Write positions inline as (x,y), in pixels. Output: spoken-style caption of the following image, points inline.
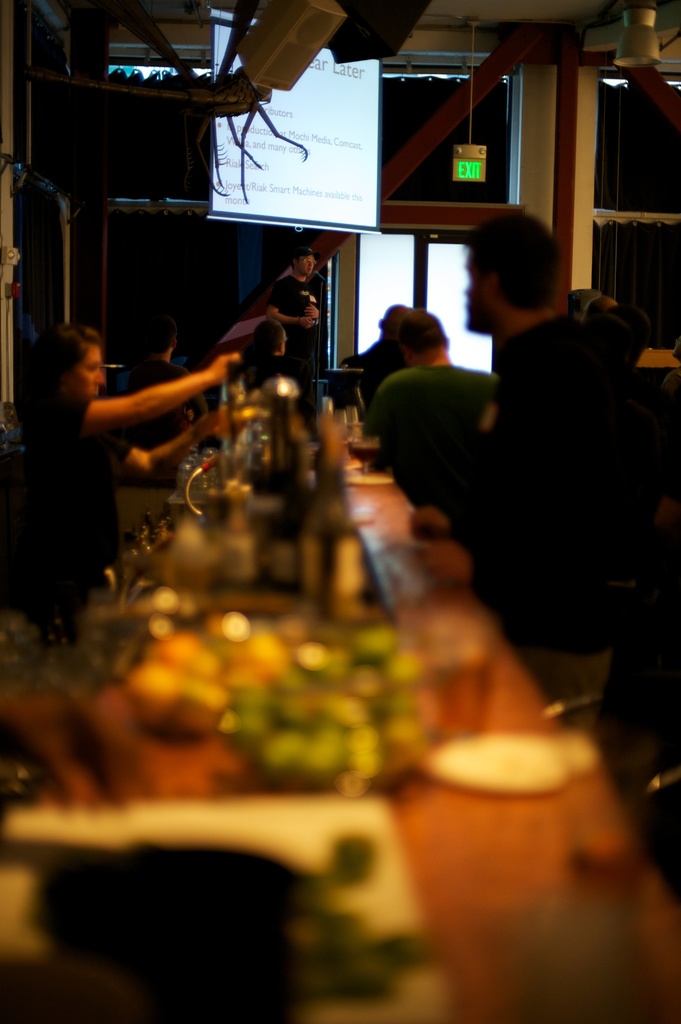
In this image there are few people (523,565) standing in front of the table (438,704). On the table (225,584) there are some objects (238,602) and there is a glass (365,441). At the back side (310,248) the person (316,310) is standing and there is a screen (288,151) and a window (364,271).
